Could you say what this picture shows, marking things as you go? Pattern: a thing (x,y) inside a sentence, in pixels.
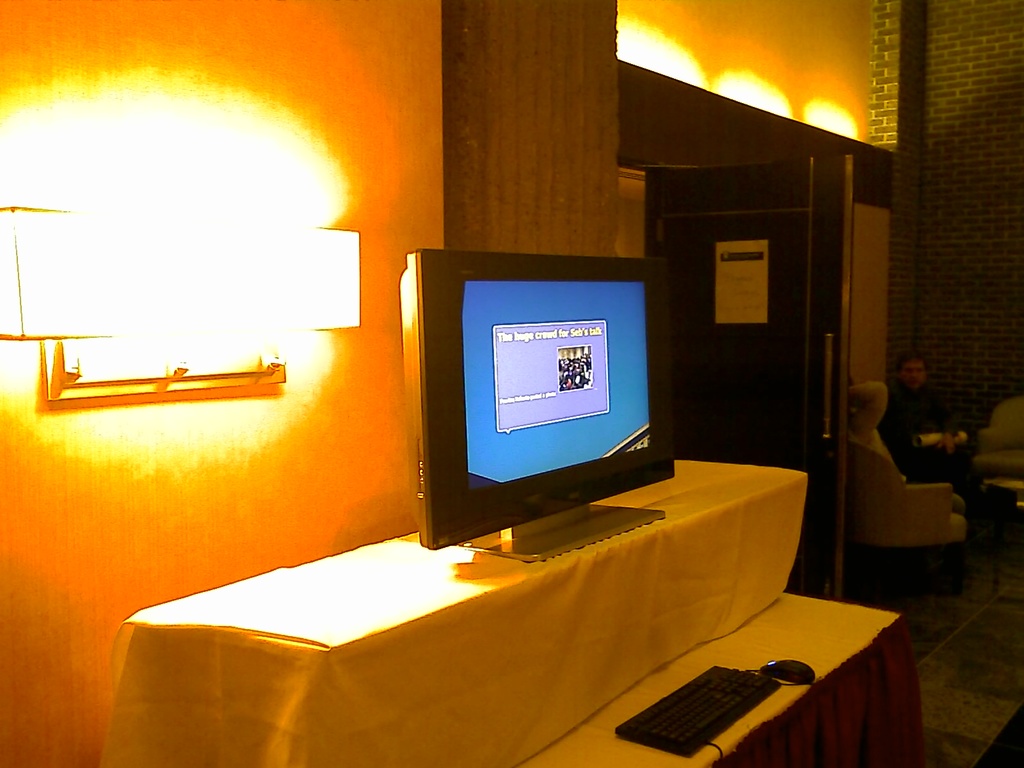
In this picture we can see, monitor (539,541), keyboard (752,686) and mouse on the stand (417,550) and we can see light (84,223), wall (298,145), floor (939,735) and door (792,346). In the background of the image (931,426) there are two people (935,416) sitting on chairs (920,501) and lights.
